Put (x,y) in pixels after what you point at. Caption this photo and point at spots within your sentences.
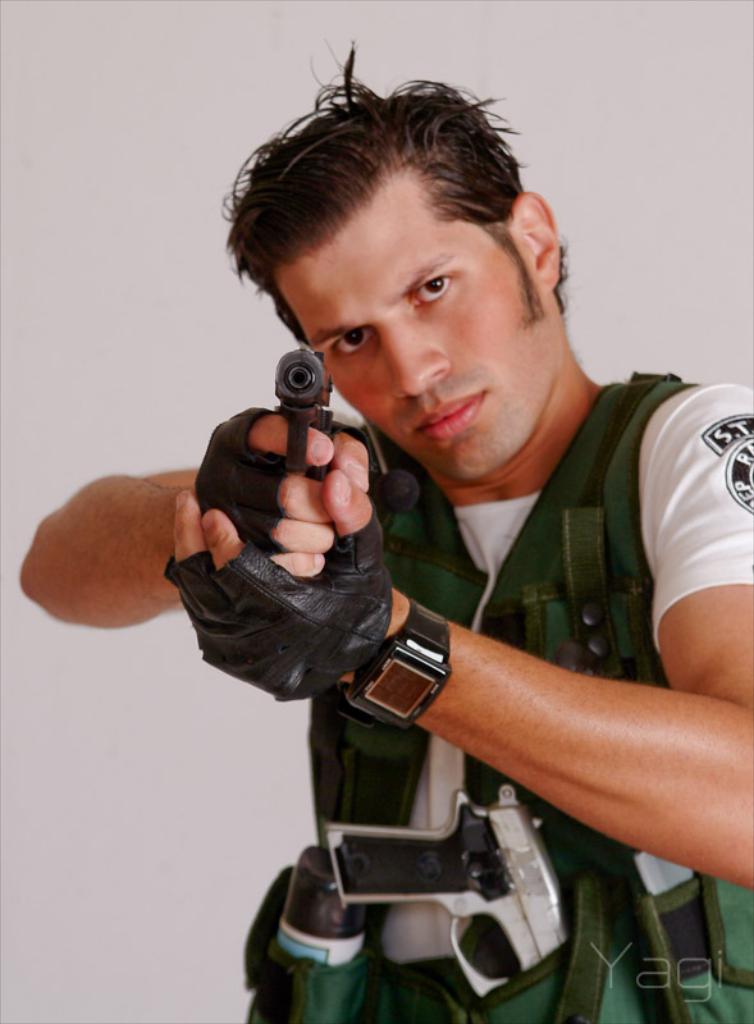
In this image we can see a person (374,411) holding a gun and we can see the white background (133,19).
